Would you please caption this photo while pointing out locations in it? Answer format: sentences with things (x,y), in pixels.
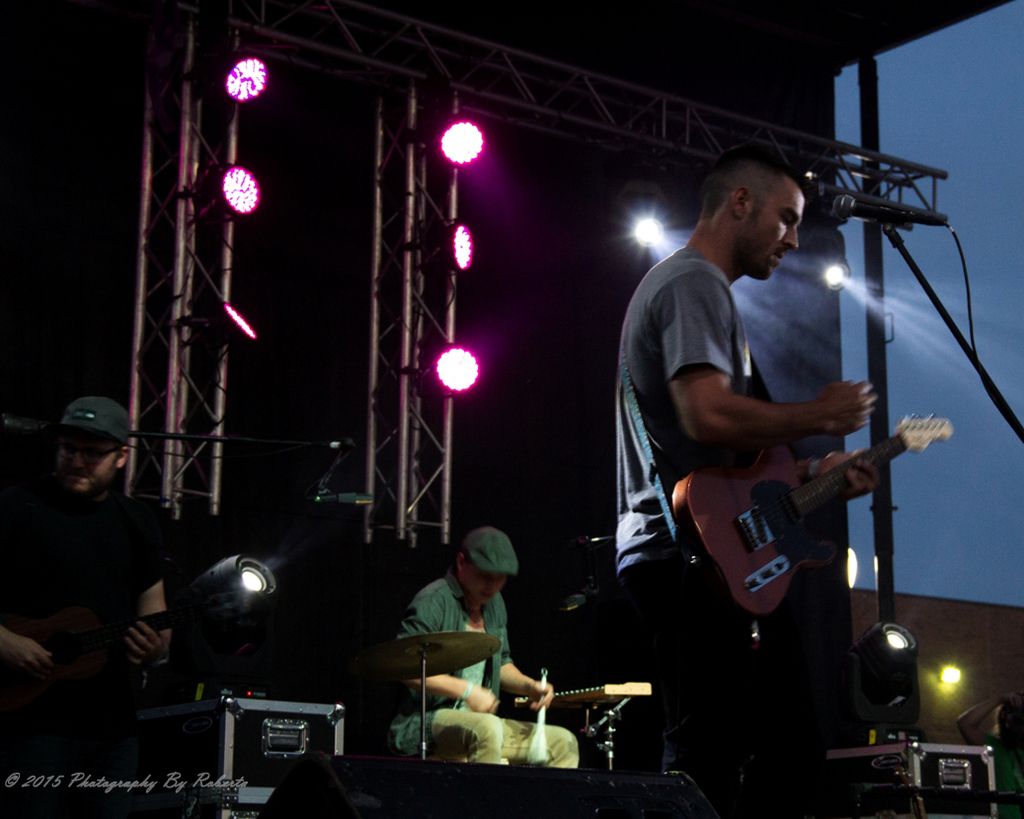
In this picture we can see three men (768,711) on stage (714,798) playing musical instruments (95,646) such as guitar (102,629), drums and here person (742,223) standing near mic (886,207) and in background (443,535) we can see pillar (411,116) with lights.
